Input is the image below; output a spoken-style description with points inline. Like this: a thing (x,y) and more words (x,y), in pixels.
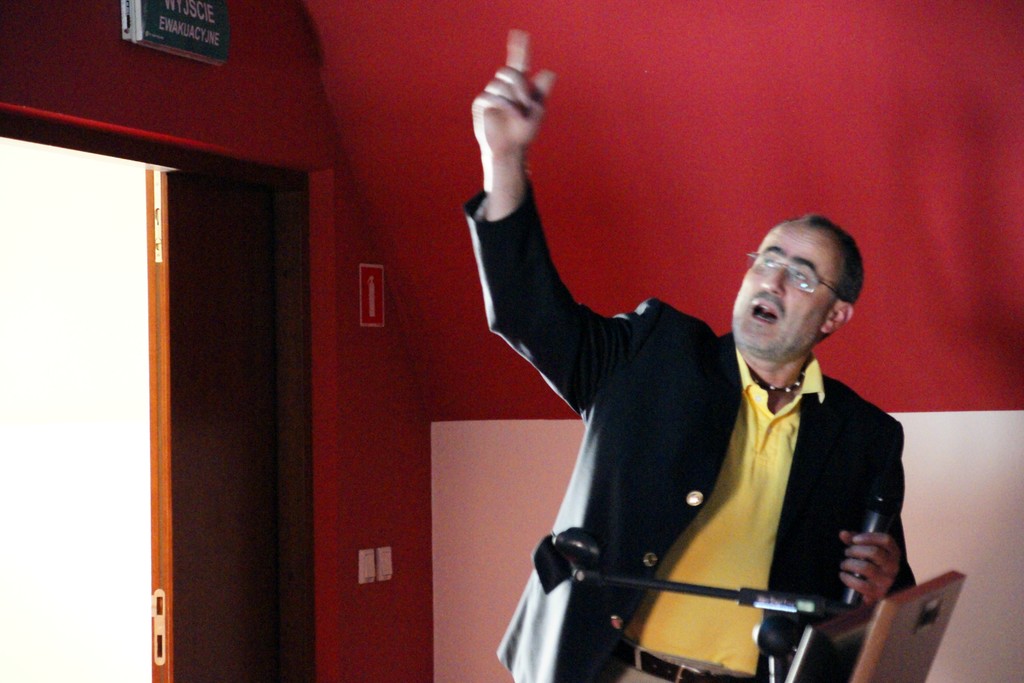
In this image there is a person (594,482) holding microphone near the podium (883,620), there are sign boards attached to the wall (379,479) and the door (267,485).
